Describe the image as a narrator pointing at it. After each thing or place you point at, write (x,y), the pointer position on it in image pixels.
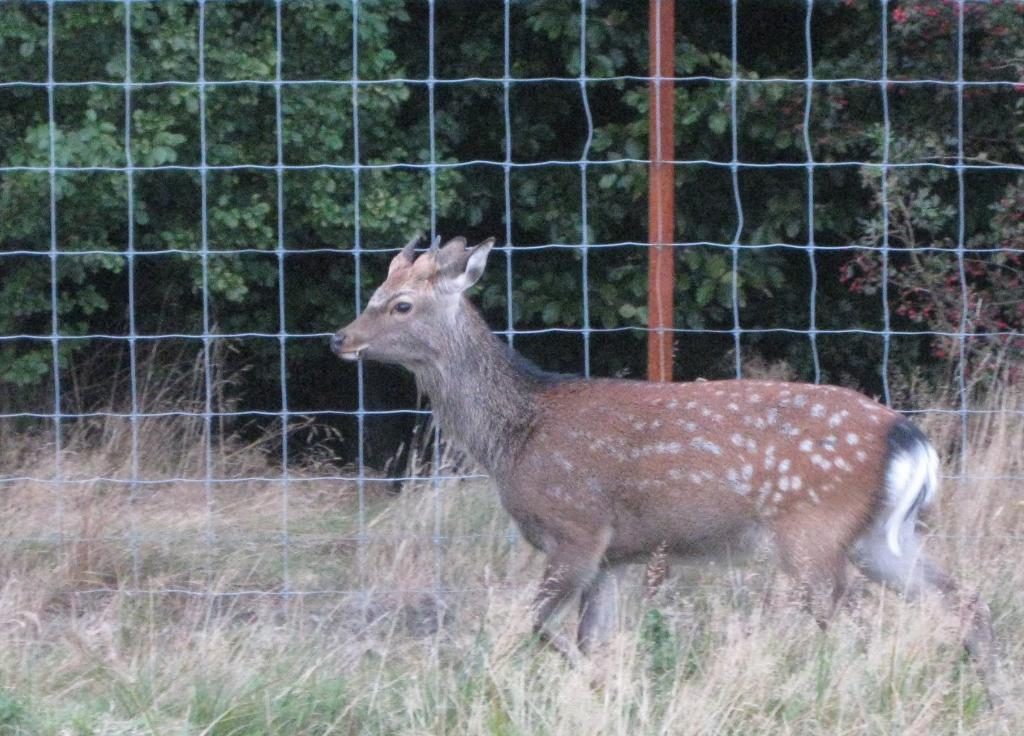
In this image there is a deer (605,424) walking on the surface (385,667) of the grass (560,703), behind the deer (621,470) there are trees (543,179).
